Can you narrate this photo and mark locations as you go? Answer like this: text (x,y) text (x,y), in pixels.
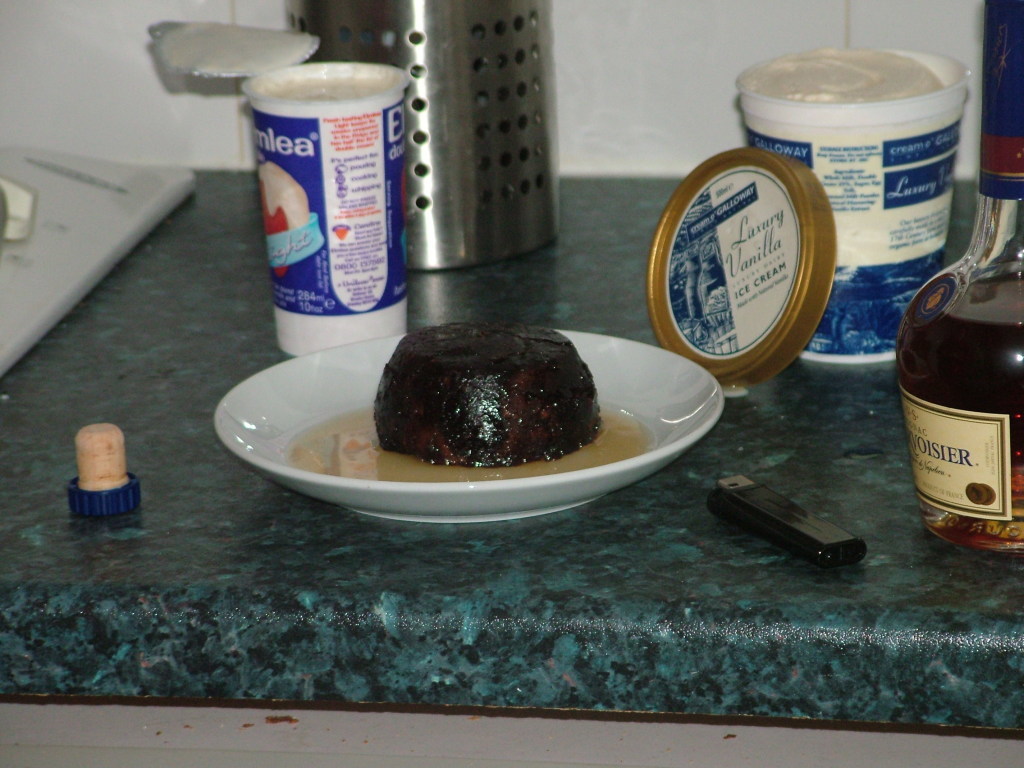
In the picture I can see some food item (494,448) is kept on the white color plate (623,371), here I can see a bottle (913,325) with a drink (1014,380) and a label (949,443) on it, I can see tins (380,282) and a few more objects (390,312) are placed on the marble surface (481,600). In the background (25,51), I can see the wall (25,51).
